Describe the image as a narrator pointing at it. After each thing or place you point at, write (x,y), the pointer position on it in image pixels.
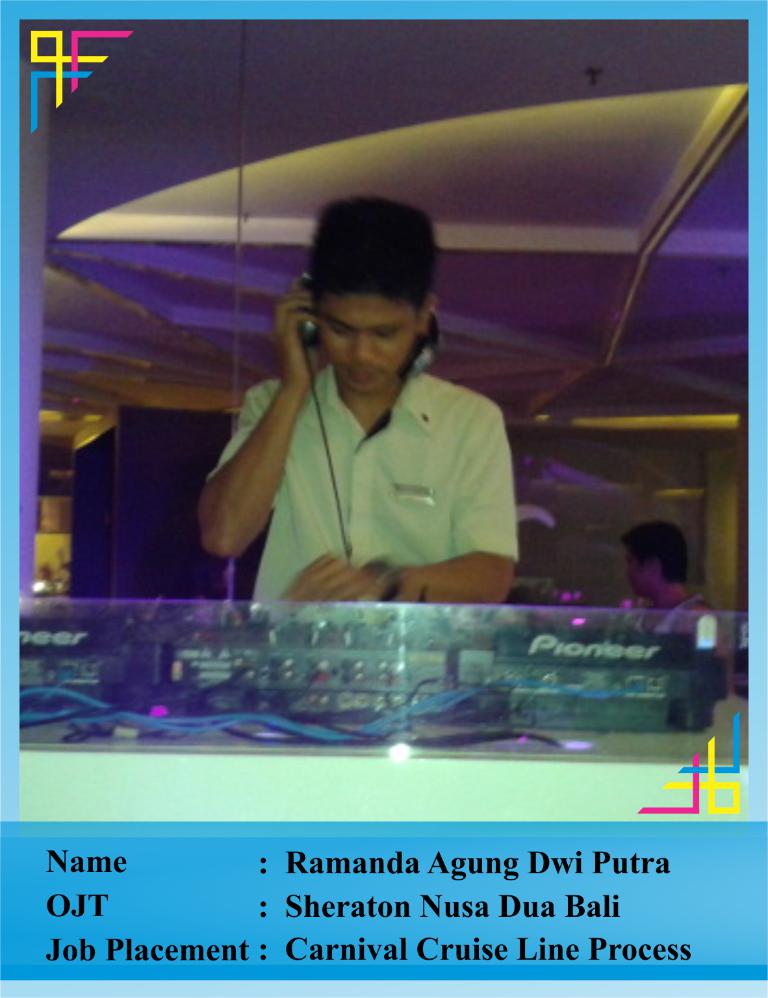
This is an edited image with the borders (12,19). In the center (385,382) there is a person (417,385) wearing headphones (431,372), standing and seems to be working. In the foreground (506,669) we can see some instruments (474,680). In the background (677,559) we can see another person (675,552) and we can see many other objects (558,478). At the top (591,151) there is a roof (573,146). At the bottom we can see the text (452,919) on the image.
